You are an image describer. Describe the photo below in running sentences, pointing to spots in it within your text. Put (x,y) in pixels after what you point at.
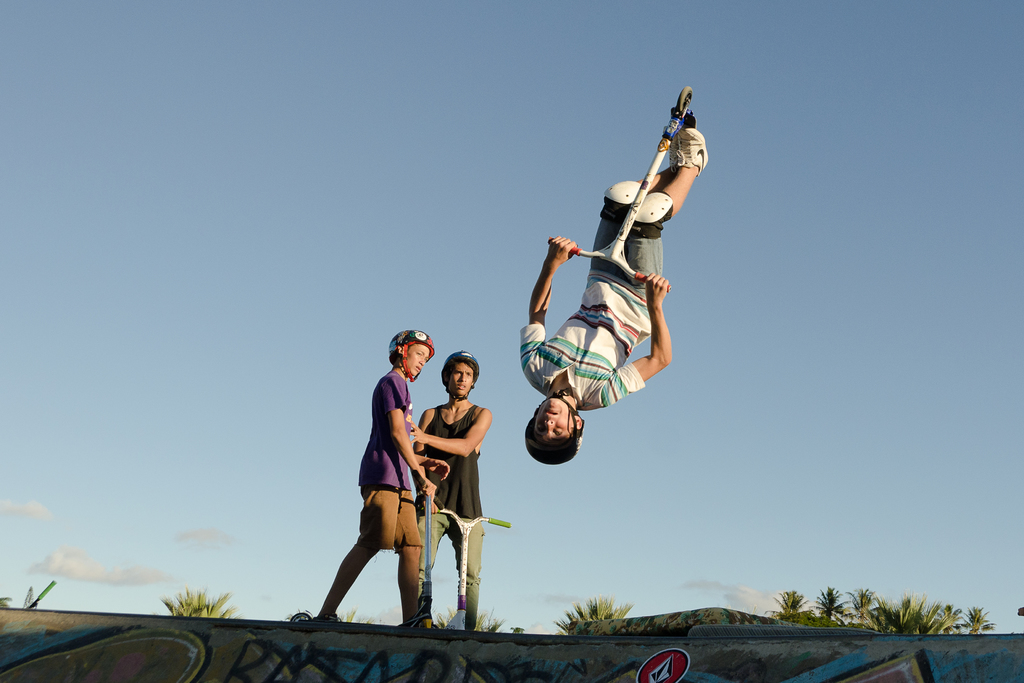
Here in this picture, in the middle (582,350) we can see a person (595,342) flipping over a place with scooter (593,251) under him and we can see he is wearing helmet (575,437) and knee caps (665,204) and behind him we can see two other persons (463,418) standing with scooters (457,515) and they are also wearing helmets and we can see plants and trees (830,607) in the far and we can see clouds (201,542) in the sky (249,437).
